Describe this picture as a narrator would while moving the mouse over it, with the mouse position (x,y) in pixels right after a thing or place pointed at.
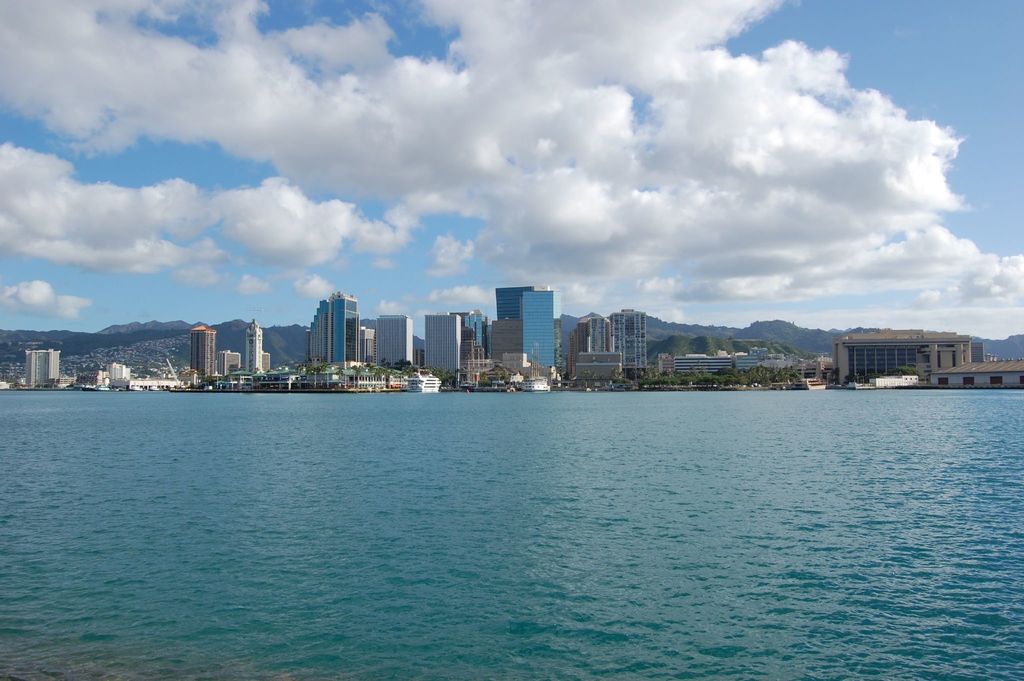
In this picture we can see water (423,453). In the background of the image (416,371) we can see buildings (908,365), trees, hills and sky (486,212) with clouds (485,221).
